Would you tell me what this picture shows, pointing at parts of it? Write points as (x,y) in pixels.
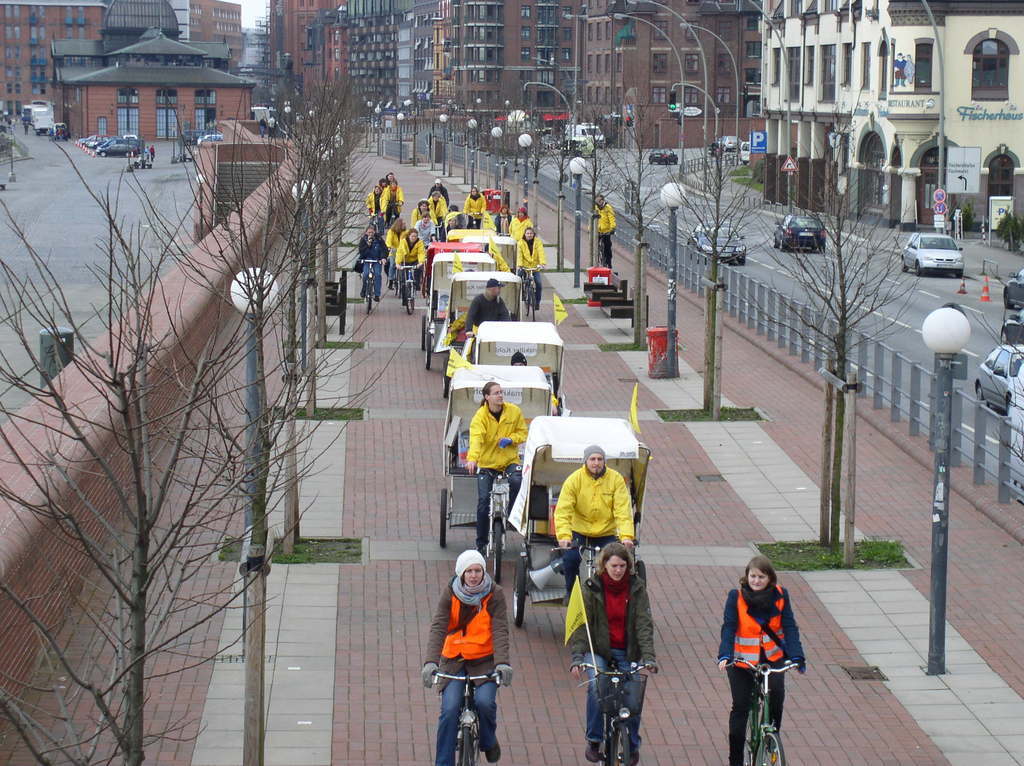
In this image we can see people (596,645) riding bicycles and carts (515,509) on the road (515,543), street poles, street lights (572,164), bins (605,275), barrier poles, trees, buildings (502,65), motor vehicles (907,247) on the road (969,293), sign boards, information boards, traffic cones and sky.
